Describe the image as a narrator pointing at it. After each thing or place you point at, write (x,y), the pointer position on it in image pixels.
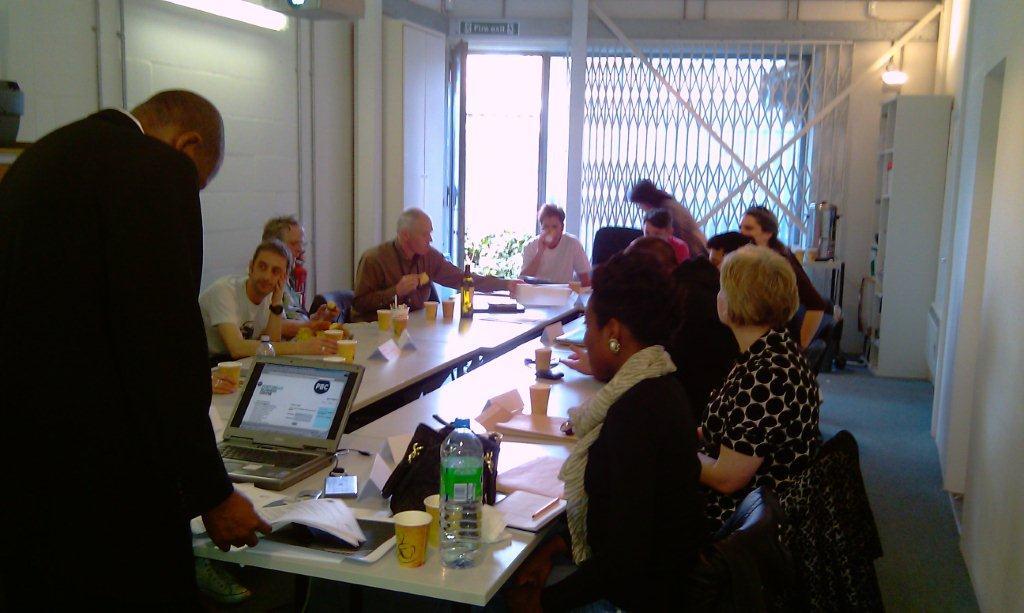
on the left (156,449) a man (143,408) is standing and holding papers (279,507). Here are people (251,329) sitting around the table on the left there is a light (273,26) on the wall (233,52).
